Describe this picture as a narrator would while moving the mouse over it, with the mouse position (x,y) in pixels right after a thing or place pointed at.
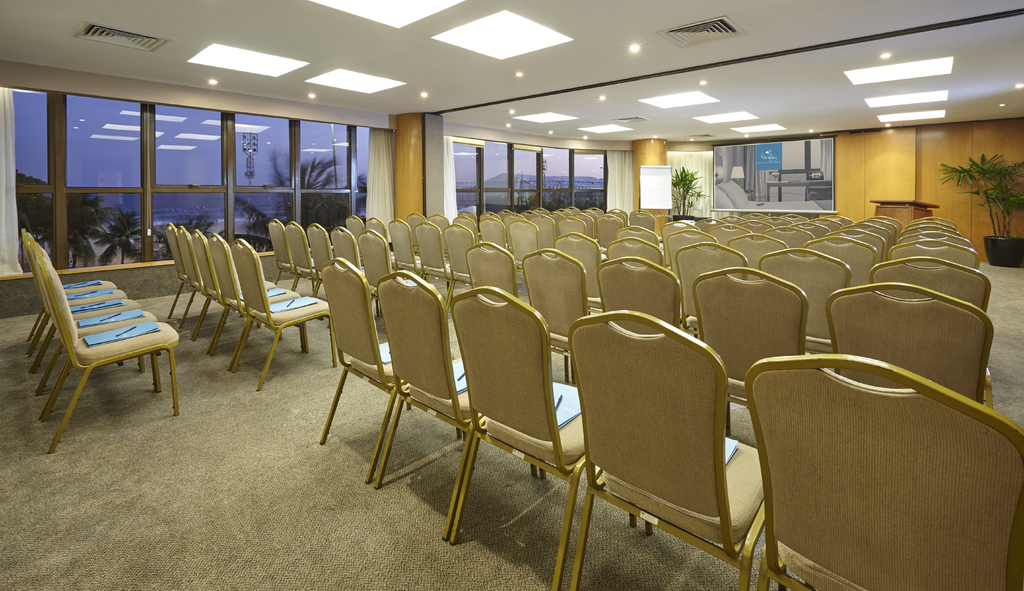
This picture is inside view of a room (400,212). In this image we can see chairs (253,304), books (149,327), pens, wall (402,164), curtain (385,146), plants (996,220), pot (991,242), podium (915,211), screen (770,167), lights (742,112), roof (744,58), trees (40,226) are there. At the bottom of the image (228,506) floor (280,526) is there.
